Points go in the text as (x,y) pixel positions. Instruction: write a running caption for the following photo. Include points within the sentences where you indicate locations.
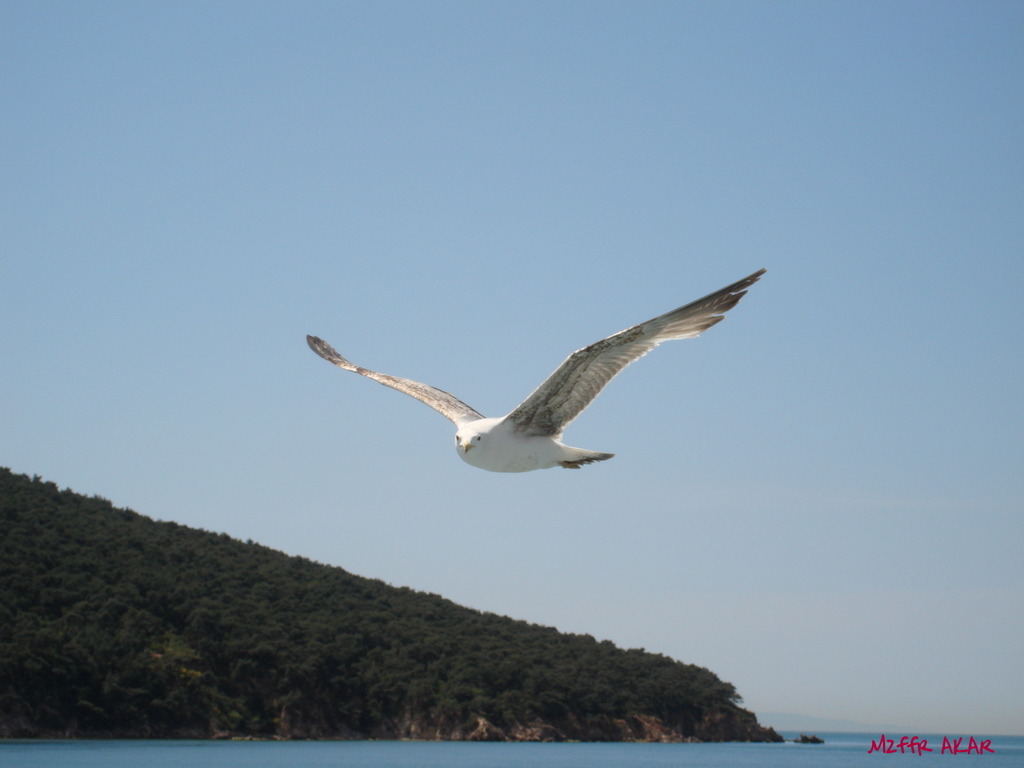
In this image, I can see a bird (538,434) flying in the air (489,397). At the bottom of the image (540,745), I can see water (675,757) and there is a watermark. On the left side of the image (248,698), I can see a hill (231,677) with trees (199,621). In the background (278,315), there is the sky (596,244).
